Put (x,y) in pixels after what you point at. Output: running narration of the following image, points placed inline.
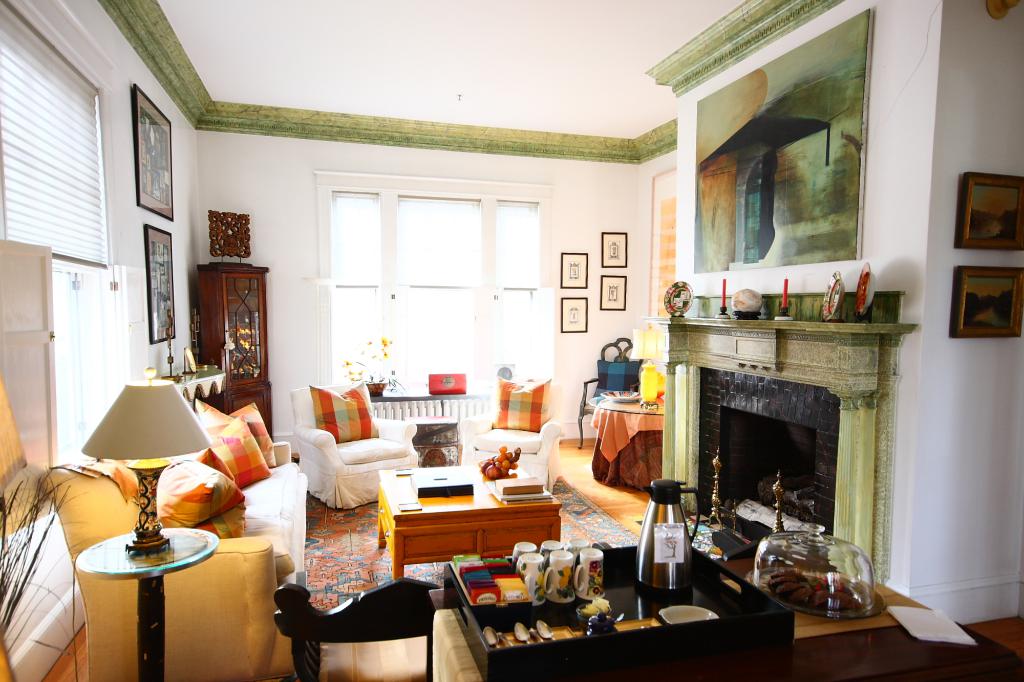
In this picture there is a portrait (866,122) at the right side of the image (704,152) and there is a table (938,662) with the kitchenware stuff (479,580) in front of the image, there is a lamp (122,391) at the left side of the image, there is a table (530,515) at the center of the image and there is a sofa (288,487) around the area of the image, there is a window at the center of the image (415,387).
